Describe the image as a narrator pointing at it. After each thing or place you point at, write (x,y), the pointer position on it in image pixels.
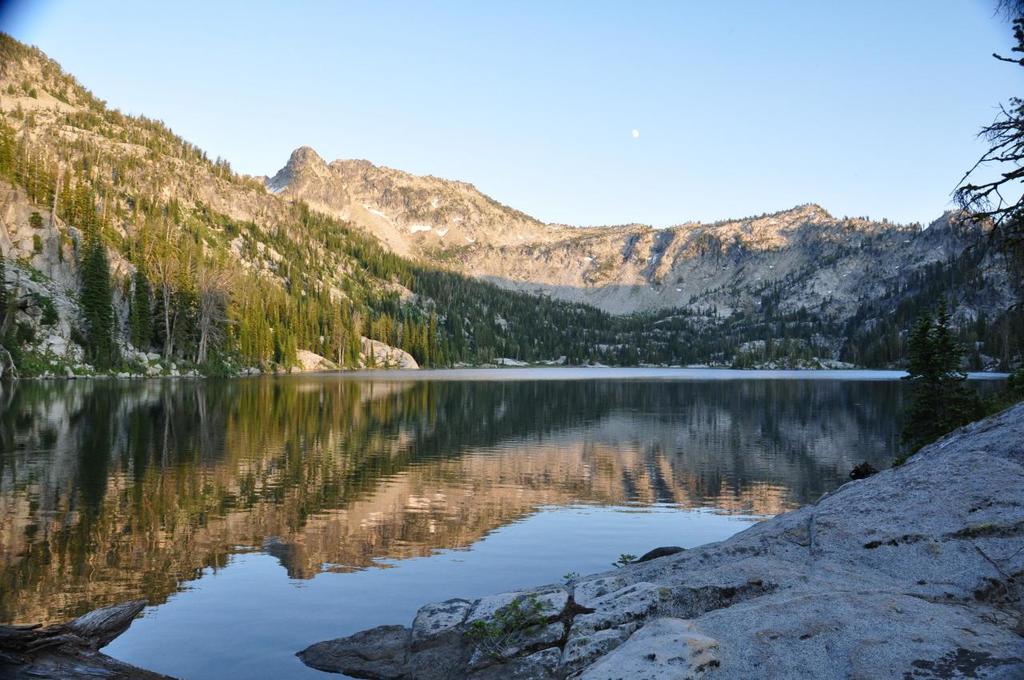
In this image I can see mountains (305,231), trees (310,327), rocks (783,570) and their reflection (523,504) in water (254,413) of a lake (337,458). At the top of the image (622,125) I can see the sky (489,136).
